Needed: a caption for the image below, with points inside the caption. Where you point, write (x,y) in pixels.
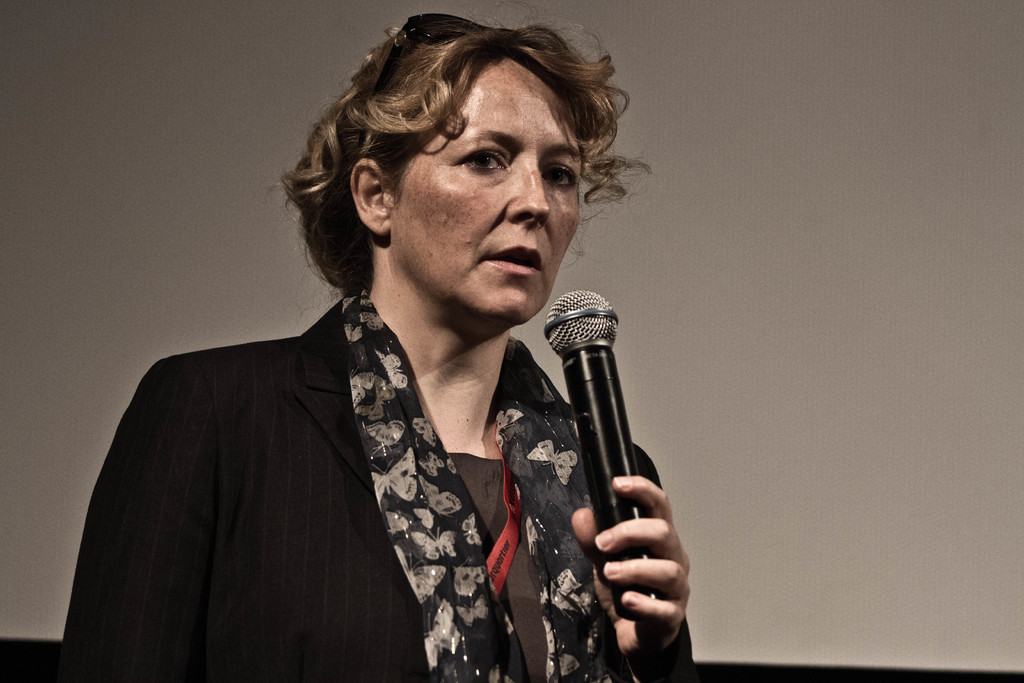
In this image we can see a lady (519,463) standing and holding a mic (600,457). She is wearing a jacket (310,474). In the background (729,397) there is a wall (717,268).
